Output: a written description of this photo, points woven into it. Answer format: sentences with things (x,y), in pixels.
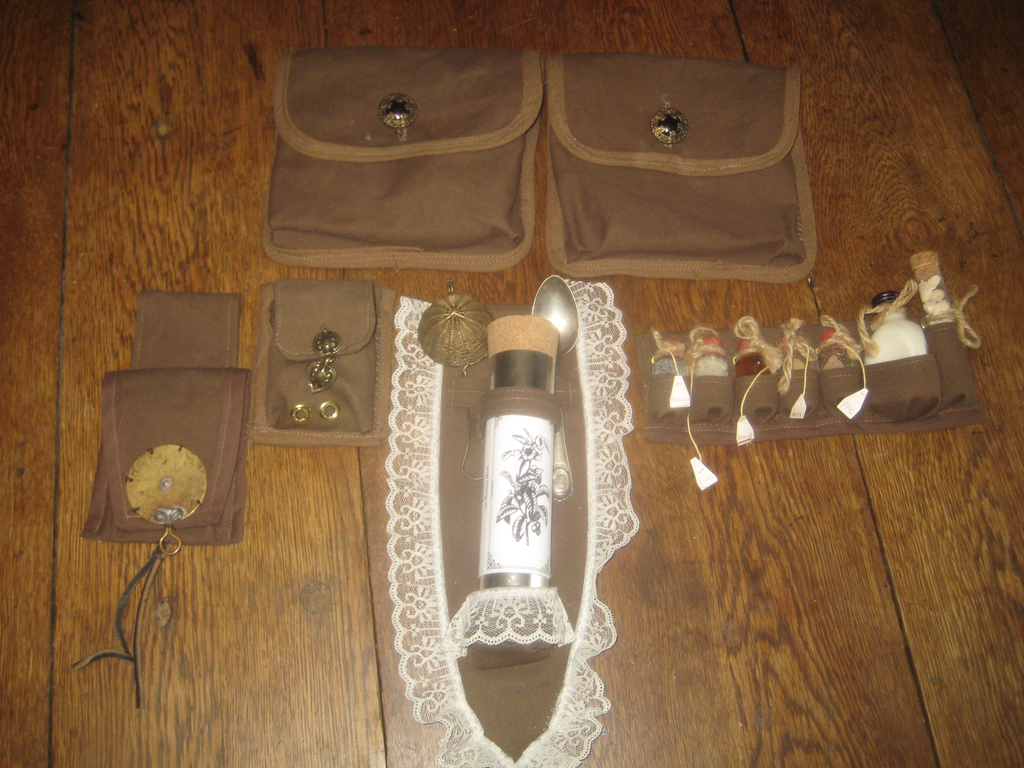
In this image we can see different types of brown color pockets (684,183) are arranged on the wooden surface (662,452).
